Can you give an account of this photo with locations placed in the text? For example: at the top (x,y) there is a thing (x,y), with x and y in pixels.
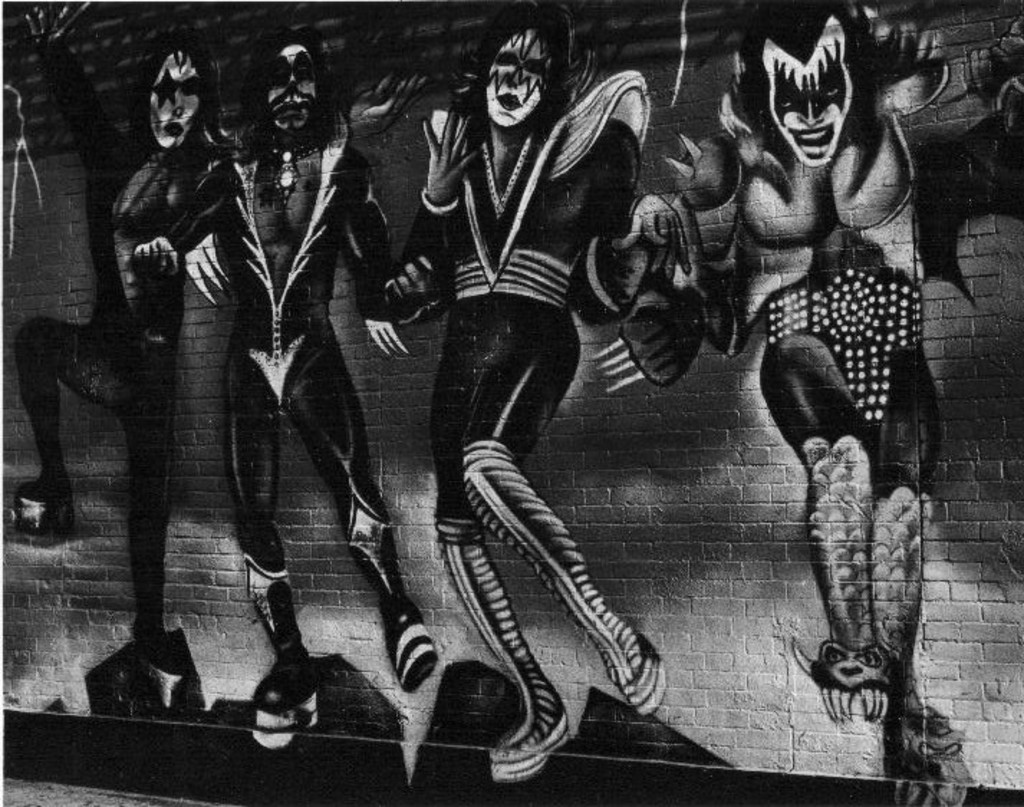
In this picture there is a wall (483,446) which has painting (613,380) of few persons (476,226) on it.
